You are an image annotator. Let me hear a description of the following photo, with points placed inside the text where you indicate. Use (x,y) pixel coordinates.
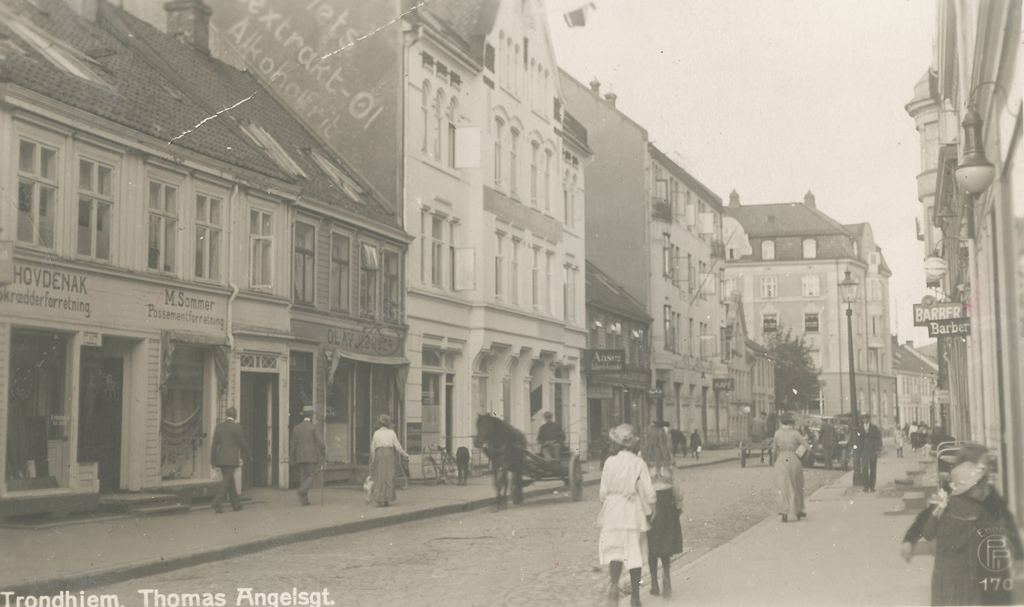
In this image I can see the road (539,504), the sidewalk (731,559), few persons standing on the sidewalk (701,563), few animal carts (557,464) on the roads (566,497), few persons (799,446) on the carts (573,482), few buildings (749,317) on both sides of the road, a tree (814,387), two boards (934,330) and in the background (910,249) I can see the sky (820,125).
